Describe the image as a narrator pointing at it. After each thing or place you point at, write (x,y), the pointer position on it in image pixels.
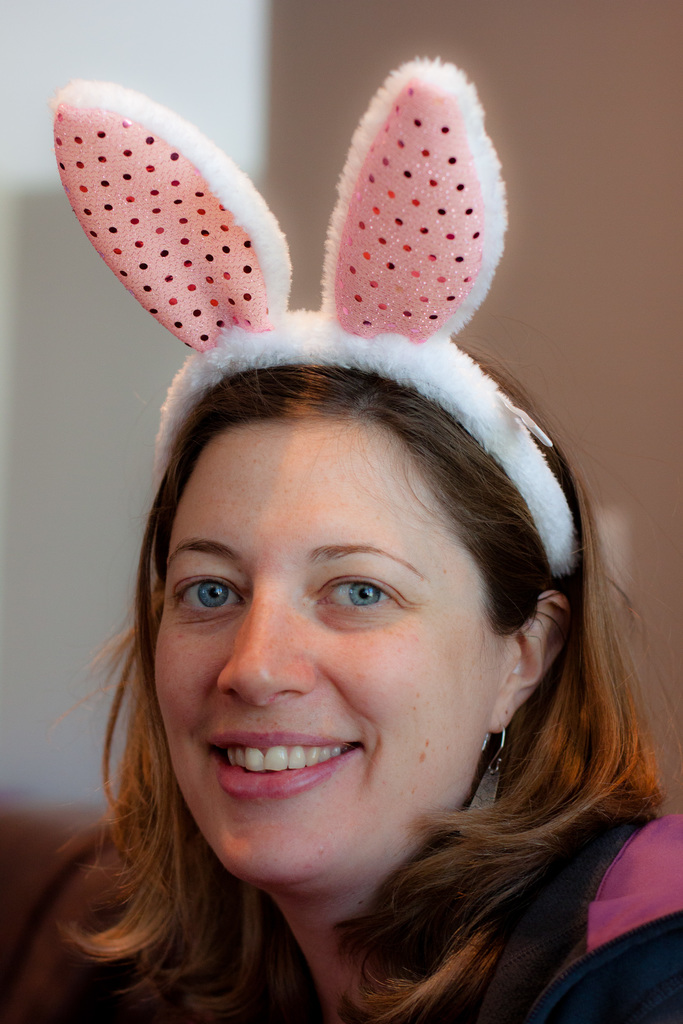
In this image we can see a lady (311,663) wearing a bunny hat (430,208), and she is smiling, there is a wall (632,568), and the background (27,170) is blurred.
